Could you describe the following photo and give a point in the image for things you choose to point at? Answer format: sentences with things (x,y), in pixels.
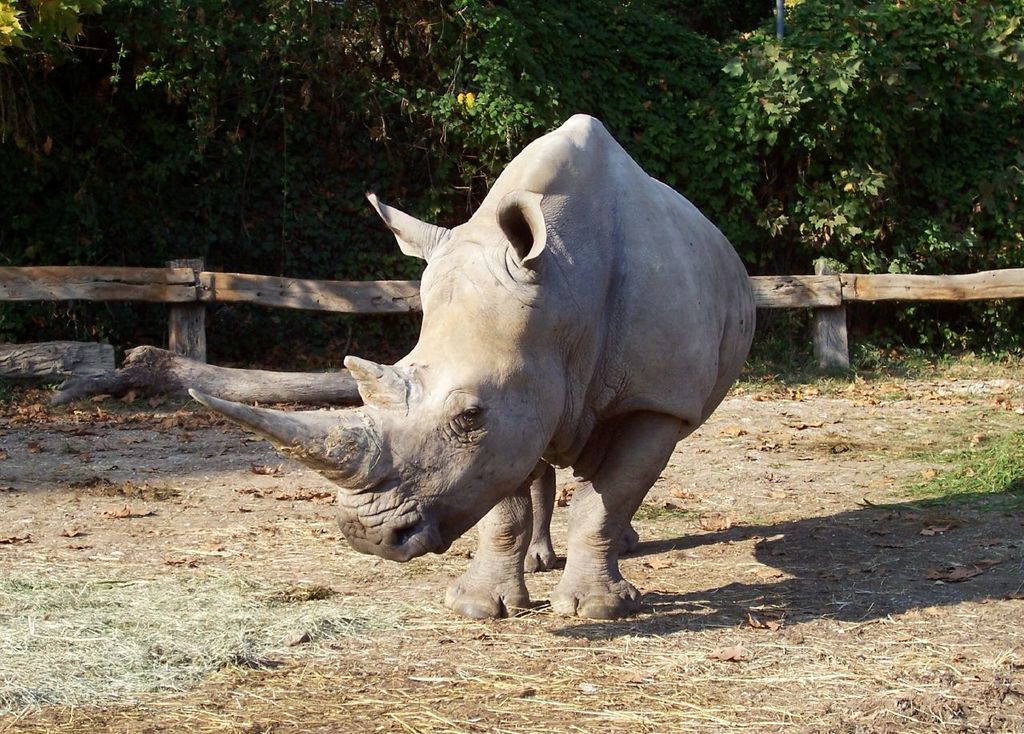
In this picture there is an animal (539,321) in the foreground (471,346). At the back (995,248) there is a wooden railing (870,292) and there are trees (716,223) and there is a pole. At the bottom (280,654) there is grass (129,655) and there is ground (809,549).
